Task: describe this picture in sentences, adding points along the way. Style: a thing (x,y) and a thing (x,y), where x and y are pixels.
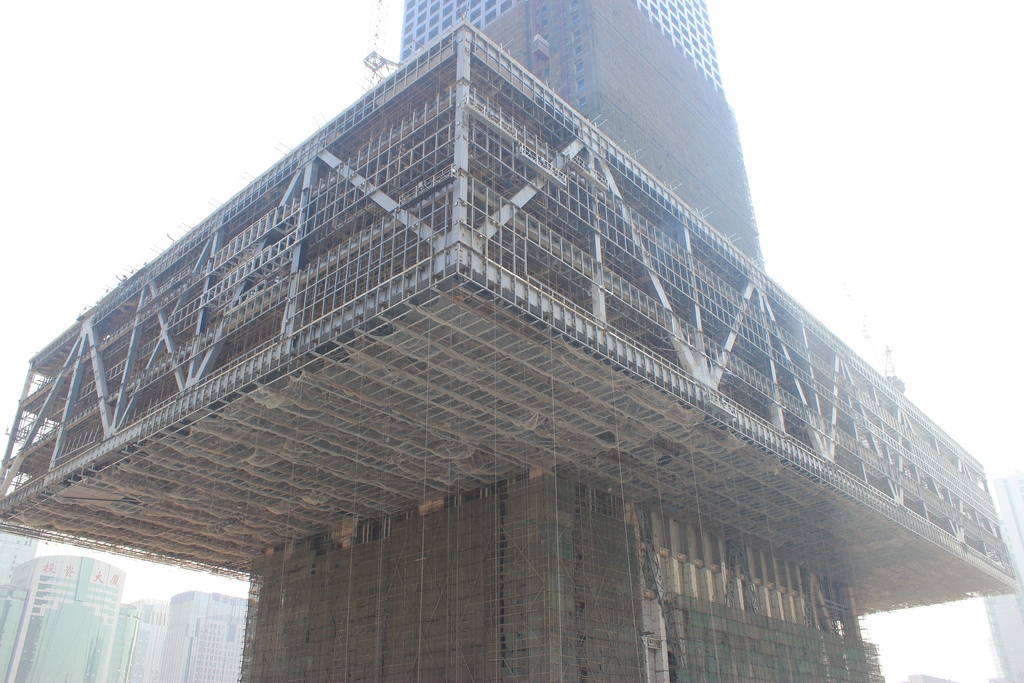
In this image in the middle (556,372), there is a building (556,372). In the background (52,147) there are buildings (55,585), sky (81,173).
